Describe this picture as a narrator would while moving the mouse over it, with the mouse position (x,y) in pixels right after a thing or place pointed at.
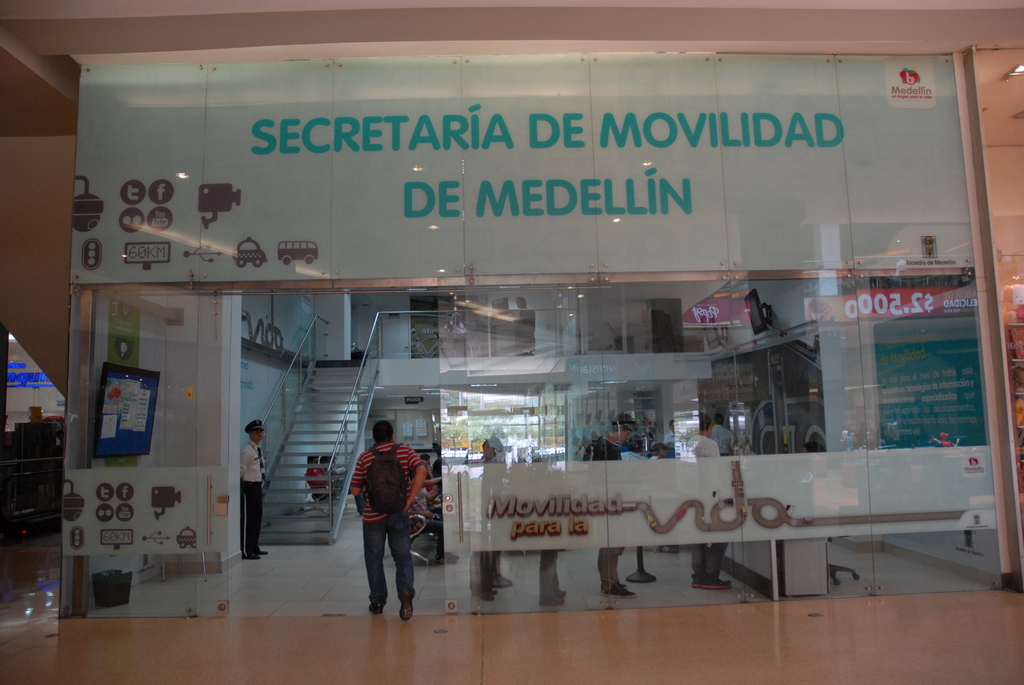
In the center of the image (371,456) there is a person (353,488) wearing a bag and a red color t-shirt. He is walking. At the background of the image (325,530) there are staircase (272,419). At the top of the image (769,1) there is roof (740,52). At the bottom of the image (58,646) there is floor (600,631). There are people (717,555) standing in queue (714,569) in the image.
